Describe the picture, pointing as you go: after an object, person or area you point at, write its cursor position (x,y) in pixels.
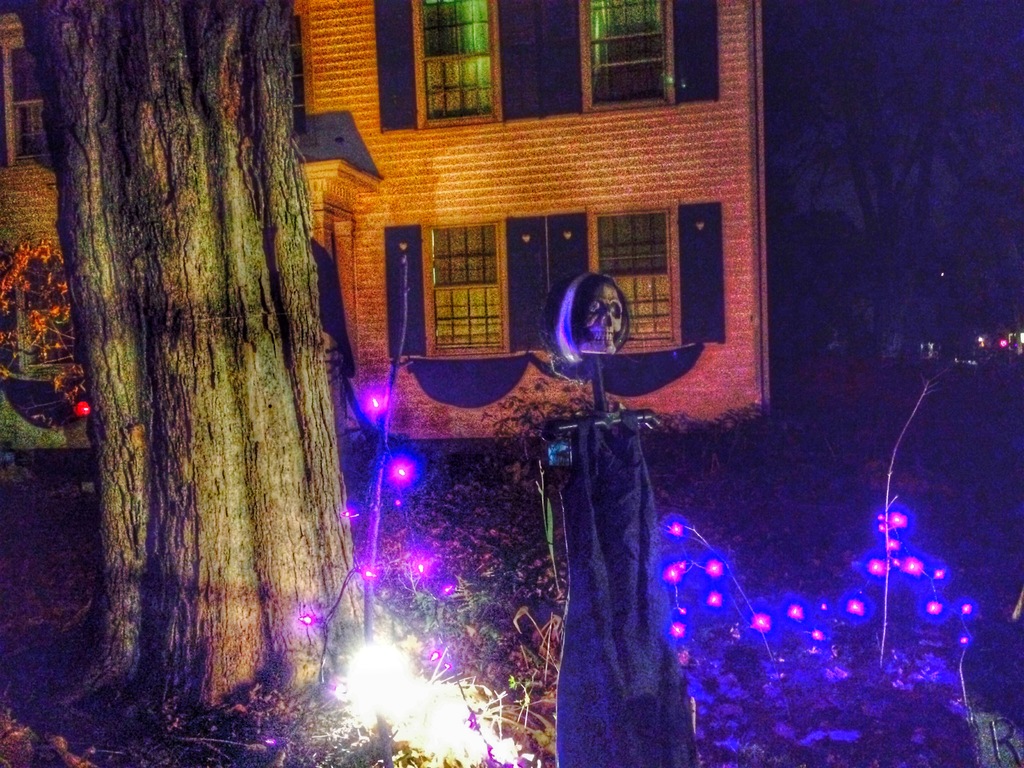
In this picture I can observe lights (389,674) in the bottom of the picture (422,703). On the left side (110,310) I can observe tree (182,249). In the background (500,245) there is a building (453,135).
